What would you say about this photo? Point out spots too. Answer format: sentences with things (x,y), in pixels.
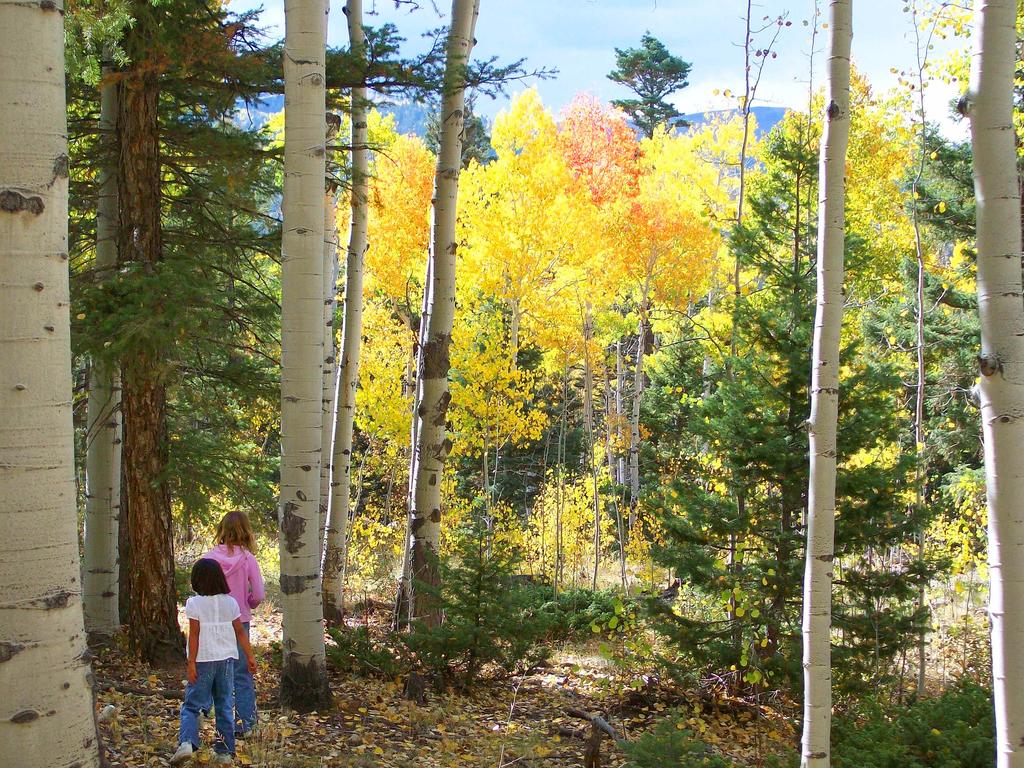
In this image on the left side (215,601) I can see two people (220,598). In the background (535,331), I can see the trees (649,221) and the sky (584,38).
